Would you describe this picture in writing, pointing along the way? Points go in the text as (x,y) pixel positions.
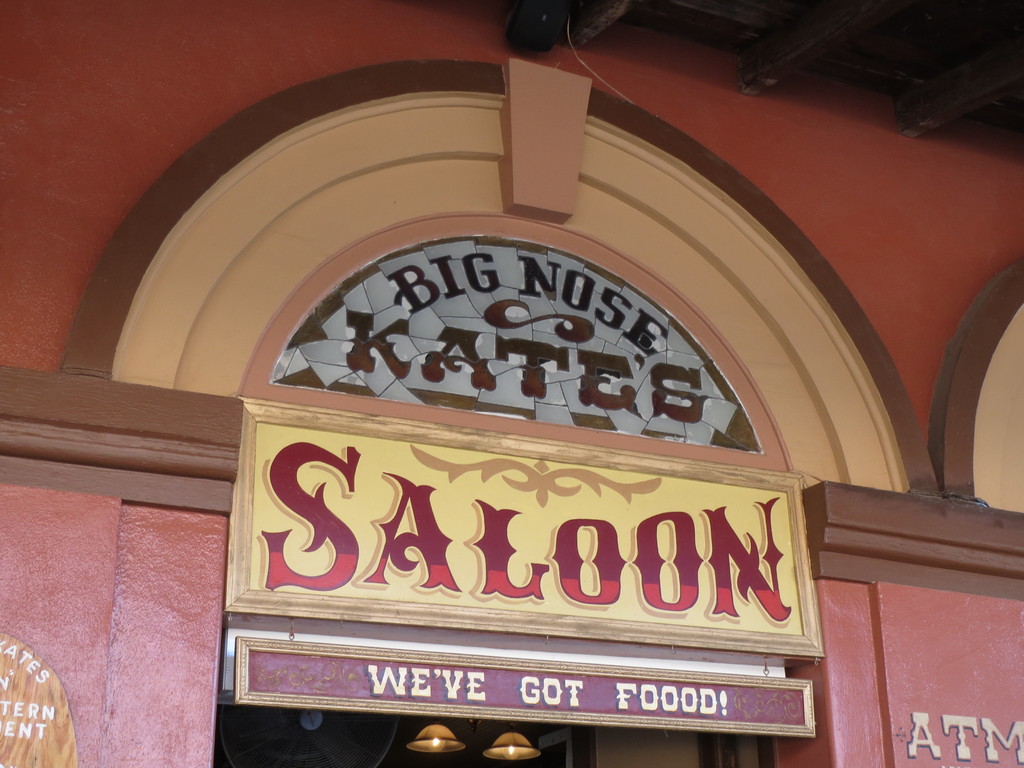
In this image I can see some boards (409,487) to the building (204,324). The building (83,359) is in red color. On the board (378,572) I can see the saloon is written. I can see two lights (441,737) in the down.
